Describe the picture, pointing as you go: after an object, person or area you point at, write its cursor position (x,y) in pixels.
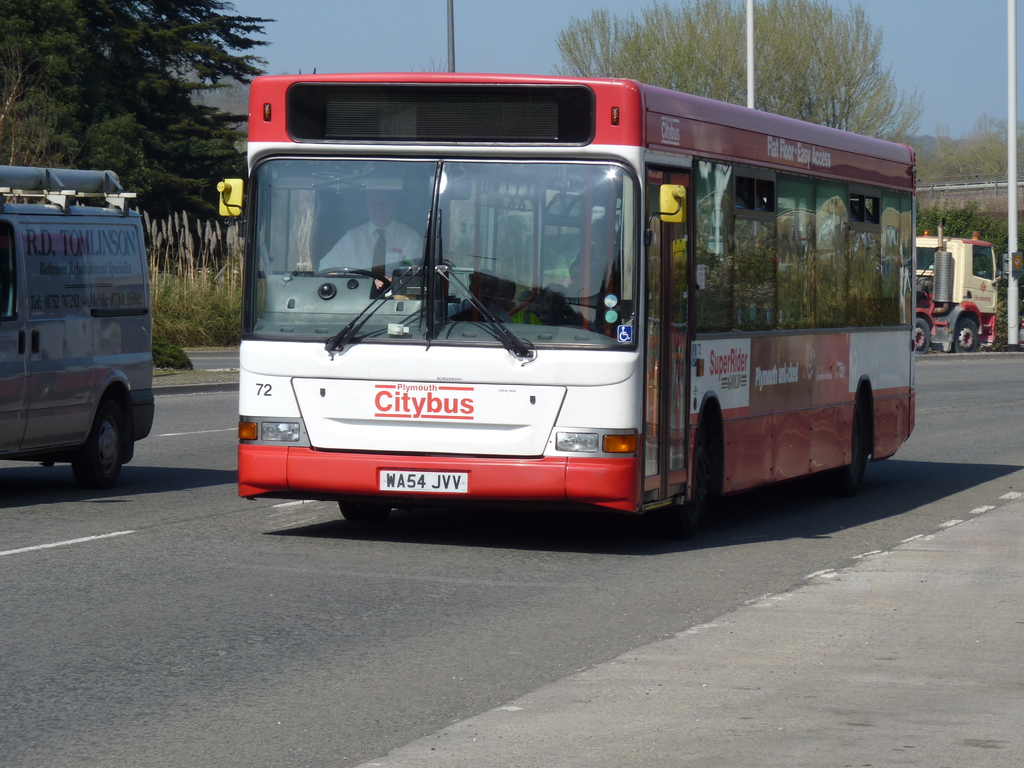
In this image I can see a road (525,600) in the front (410,592) and on it I can see few vehicles (330,230). On these vehicles (594,357) I can see something is written. In the background (55,56) I can see number of trees (88,109), few poles (1011,173) and the sky (526,37).
